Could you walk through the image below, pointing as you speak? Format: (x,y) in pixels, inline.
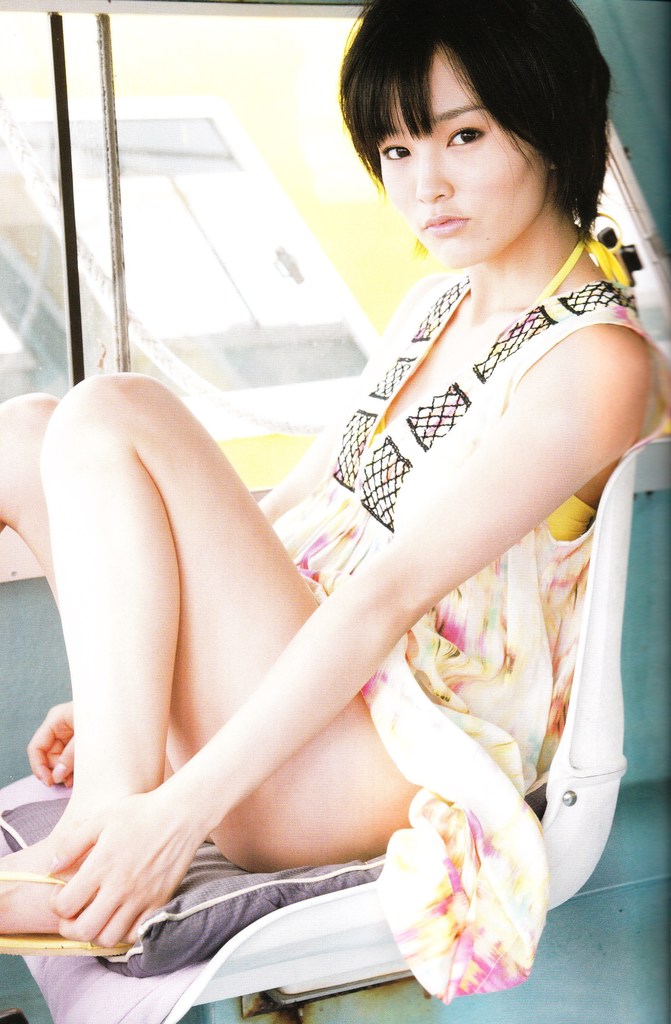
In this picture I can see there is a woman (339,452) sitting and she is sitting on a chair (302,941) and there is a pillow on the chair (346,905) and she is wearing a white and yellow dress (545,714) and in the backdrop (272,296) there is a window (135,223) and the backdrop of the picture (269,47) is blurred.
